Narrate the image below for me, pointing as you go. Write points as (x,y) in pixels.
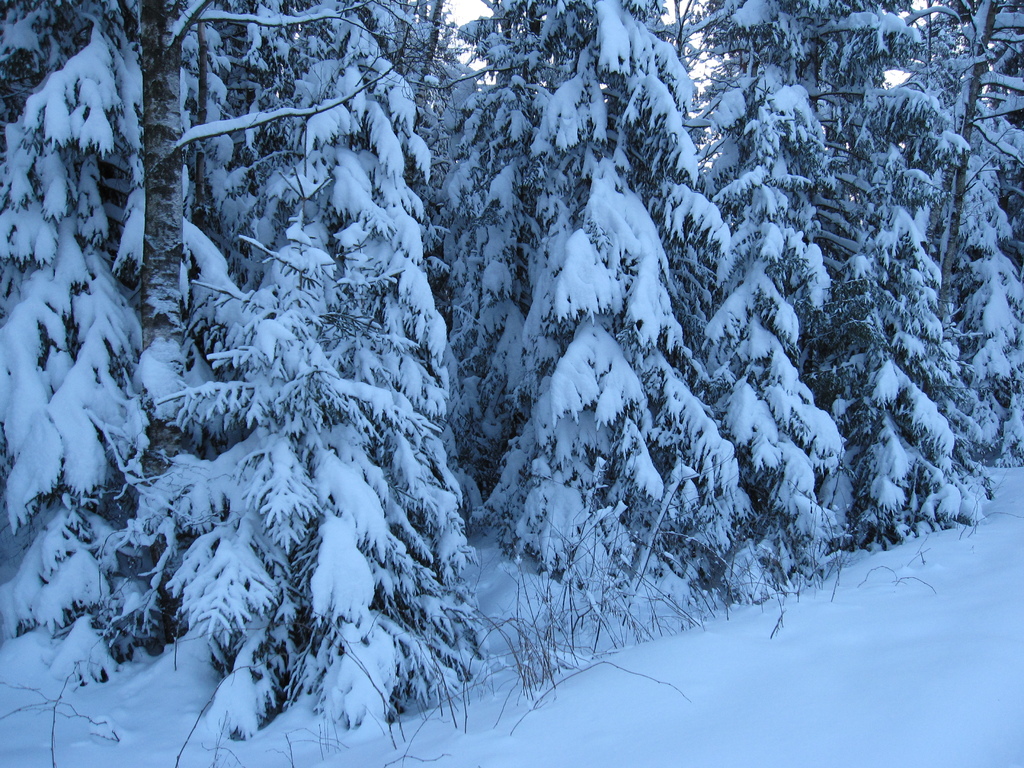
In this picture I can see snow (587,672) on the land (633,707) and on some trees (368,322). There are some trees (151,357) in this picture. In the background (471,11) there is a sky (714,64).
